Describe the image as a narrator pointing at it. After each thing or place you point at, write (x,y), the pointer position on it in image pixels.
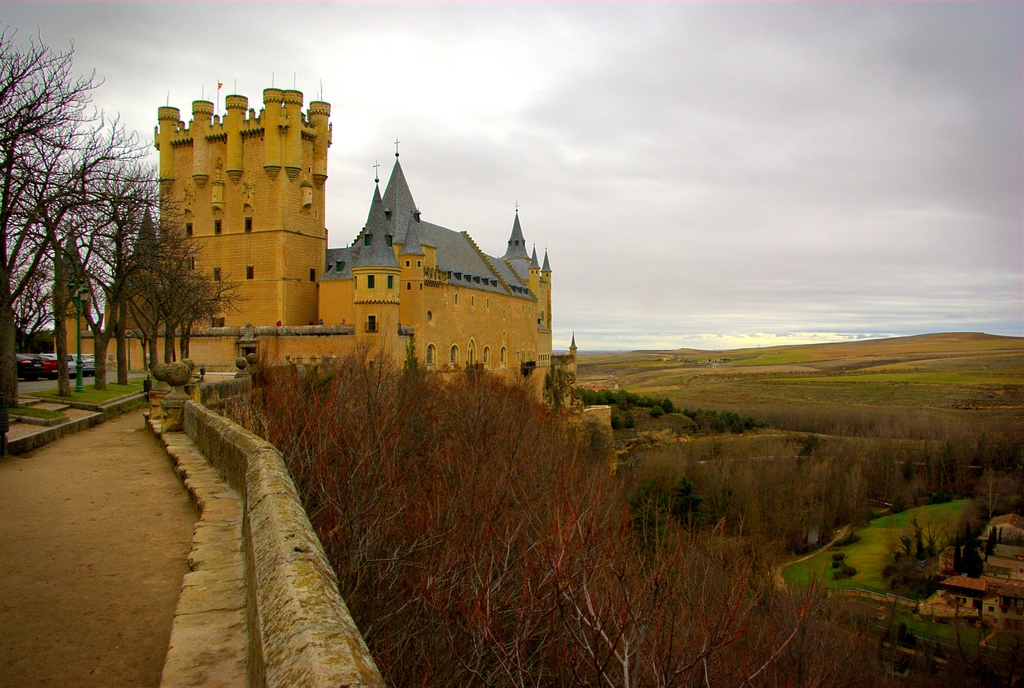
In this picture I can see few trees (107,351), cars (86,373) on the left side (62,347). In the middle (466,256) there is a building (399,259), at the top (665,96) there is the sky (637,114).
